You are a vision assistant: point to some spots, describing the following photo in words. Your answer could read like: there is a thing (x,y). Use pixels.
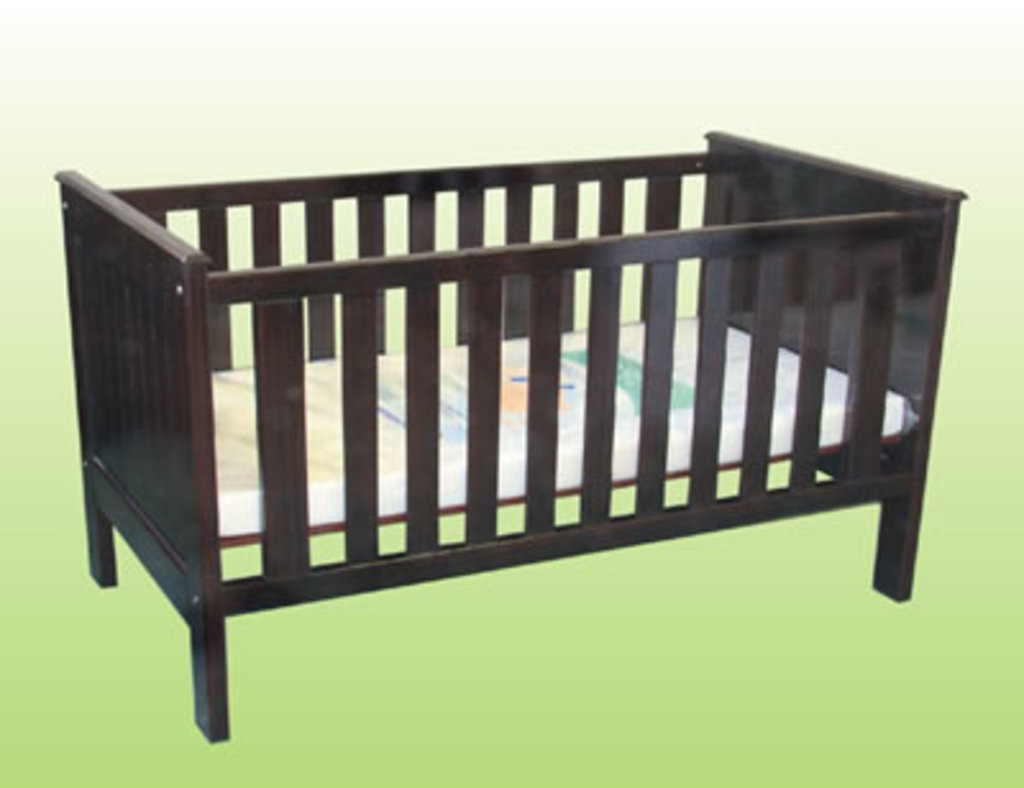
In this image we can see a cradle (399,484) on the surface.
